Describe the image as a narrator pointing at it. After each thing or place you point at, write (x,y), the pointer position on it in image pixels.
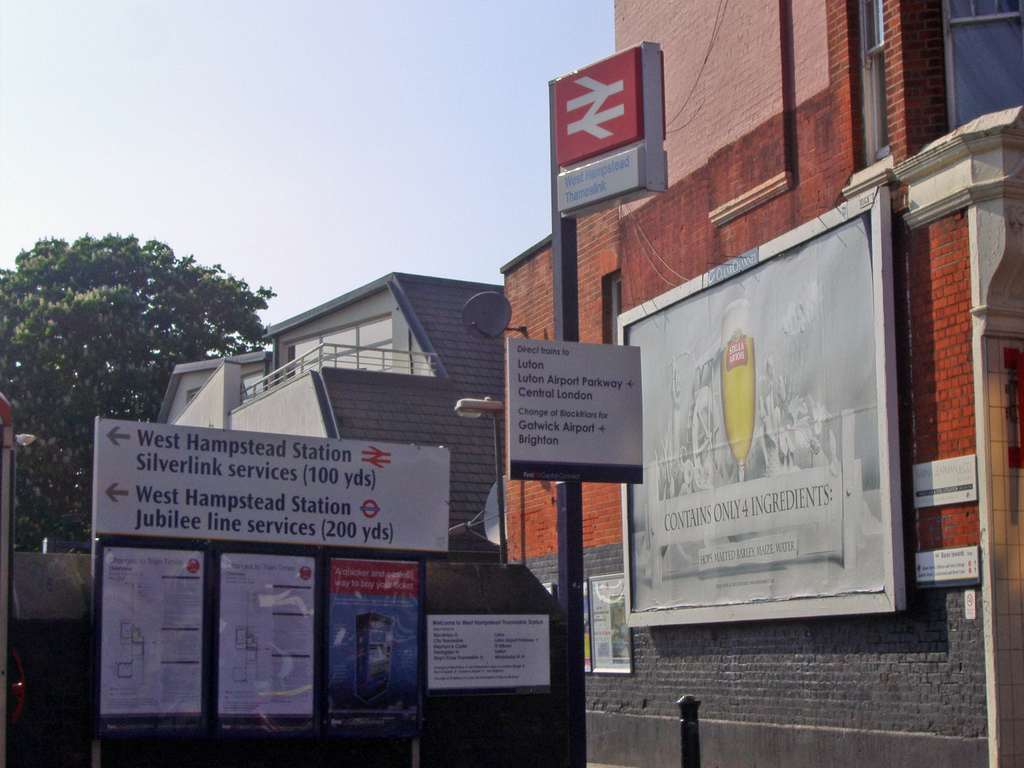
In this picture I can see many buildings (551,533) and trees (91,399). In the center (588,438) I can see the sign boards (526,457), advertisement boards (708,405), posters (788,406) and banners (404,581) which are placed on the pole (569,541) and wall (844,662). On the left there is a street light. At the top (321,5) I can see the sky (120,50).
